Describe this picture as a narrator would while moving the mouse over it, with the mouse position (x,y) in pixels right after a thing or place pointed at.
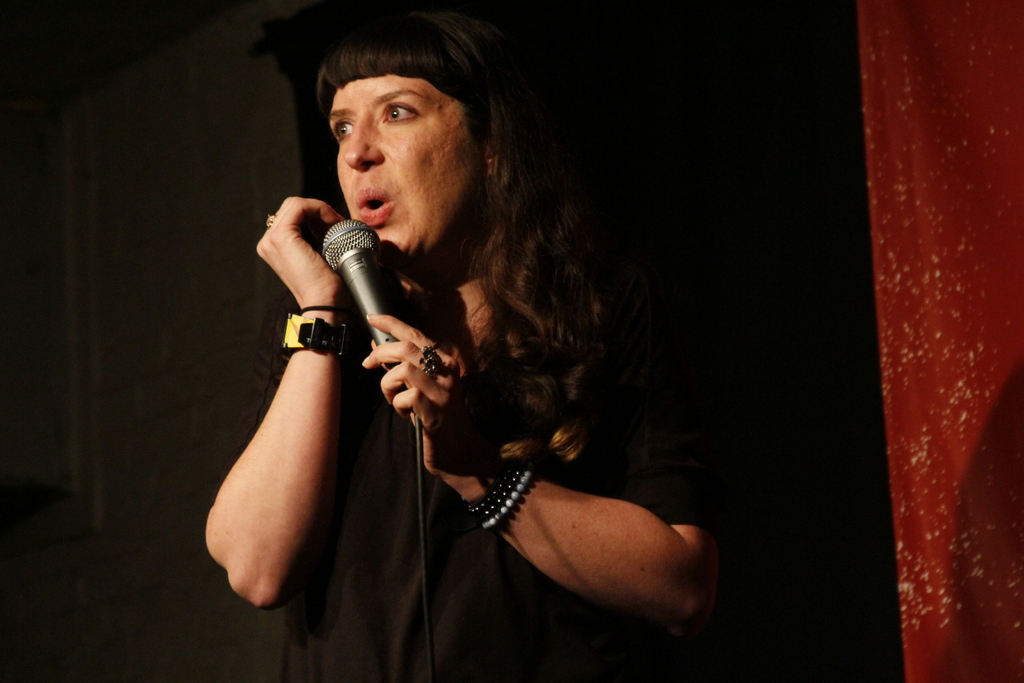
This is the picture of a person (430,513) who is holding the mic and we can see some bands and a watch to the hand (538,496).
